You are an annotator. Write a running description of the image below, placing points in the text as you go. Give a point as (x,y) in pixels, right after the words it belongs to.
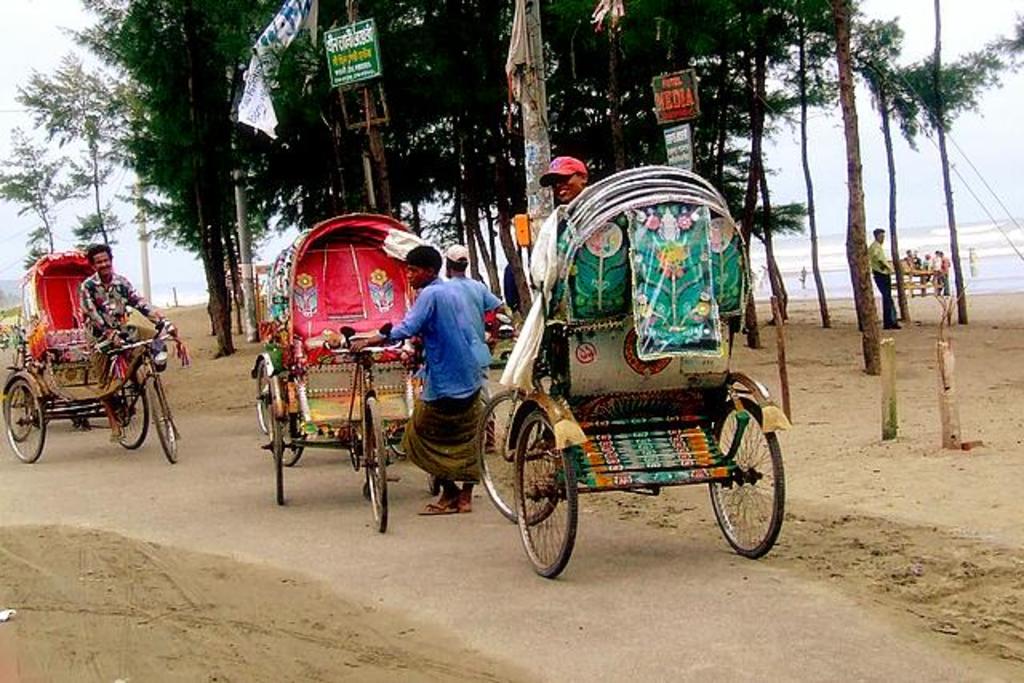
In this image there are three rickshaws (379,329) on the path (730,565), two persons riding two rickshaws (577,298), a person (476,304) standing near the rickshaw (375,317), and at the background (591,21) there are trees (675,40), boards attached to the poles (539,5), group of people (944,282) standing, water (949,256), sky (1005,125).
